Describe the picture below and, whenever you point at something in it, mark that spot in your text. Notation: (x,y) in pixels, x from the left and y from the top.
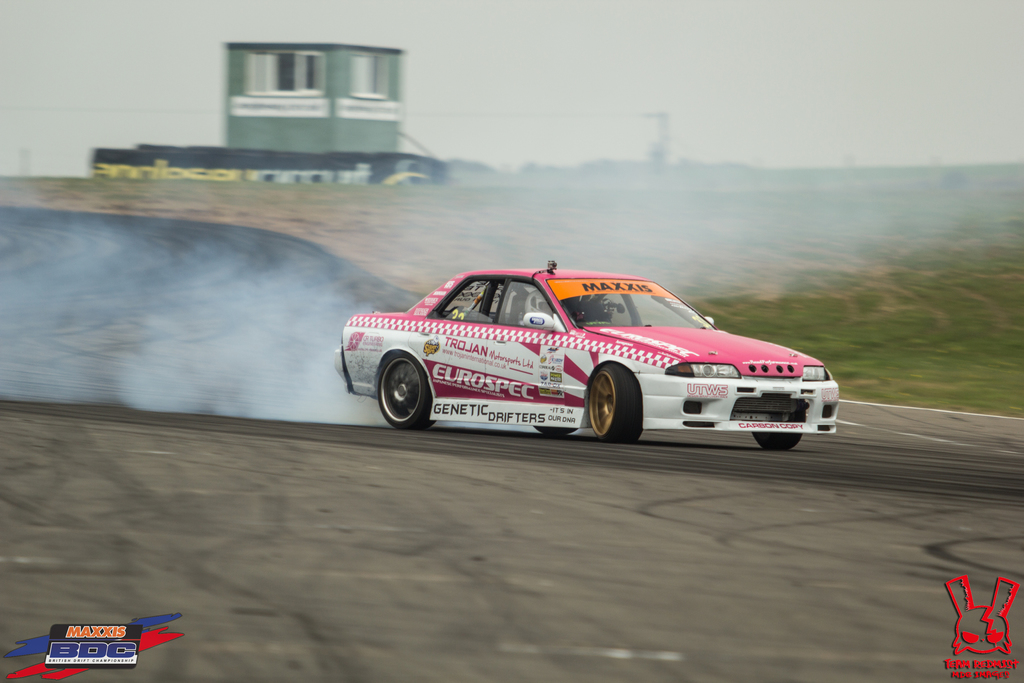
This is the car (522,394) moving on the road (646,437). I can see a person (524,311) sitting inside the car (530,310). In the background (346,150), that looks like a building (303,86) with the window (300,71). These are the watermarks (102,642) on the image.
